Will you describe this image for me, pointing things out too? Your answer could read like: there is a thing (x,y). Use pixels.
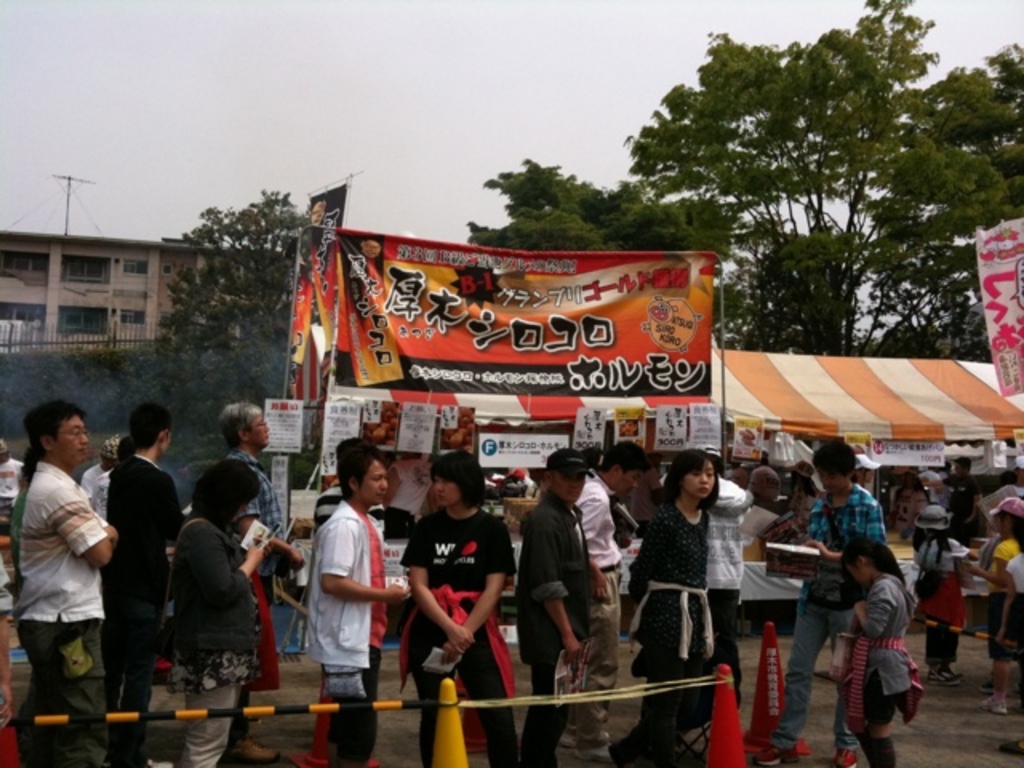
In this picture I can observe some people (275,505) on the land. There are men (144,560) and women (635,622) in this picture. In the middle of the picture (485,339) I can observe flex (460,310). In the background (266,310) there are trees (204,267), building (68,279) and sky (454,150).
